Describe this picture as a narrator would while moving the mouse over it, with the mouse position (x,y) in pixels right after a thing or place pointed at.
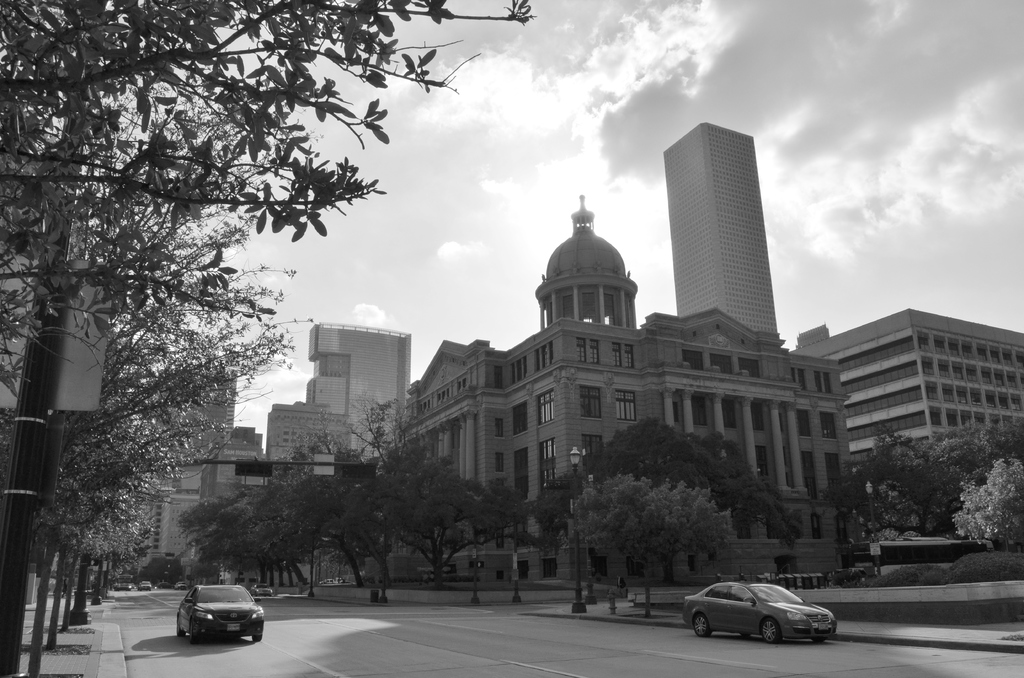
In this picture I can see buildings (536,405), Trees (380,512) and a traffic signal light (247,469) to a pole (234,460) and few cars (176,585) on the road (176,625) and a cloudy Sky (960,260).
